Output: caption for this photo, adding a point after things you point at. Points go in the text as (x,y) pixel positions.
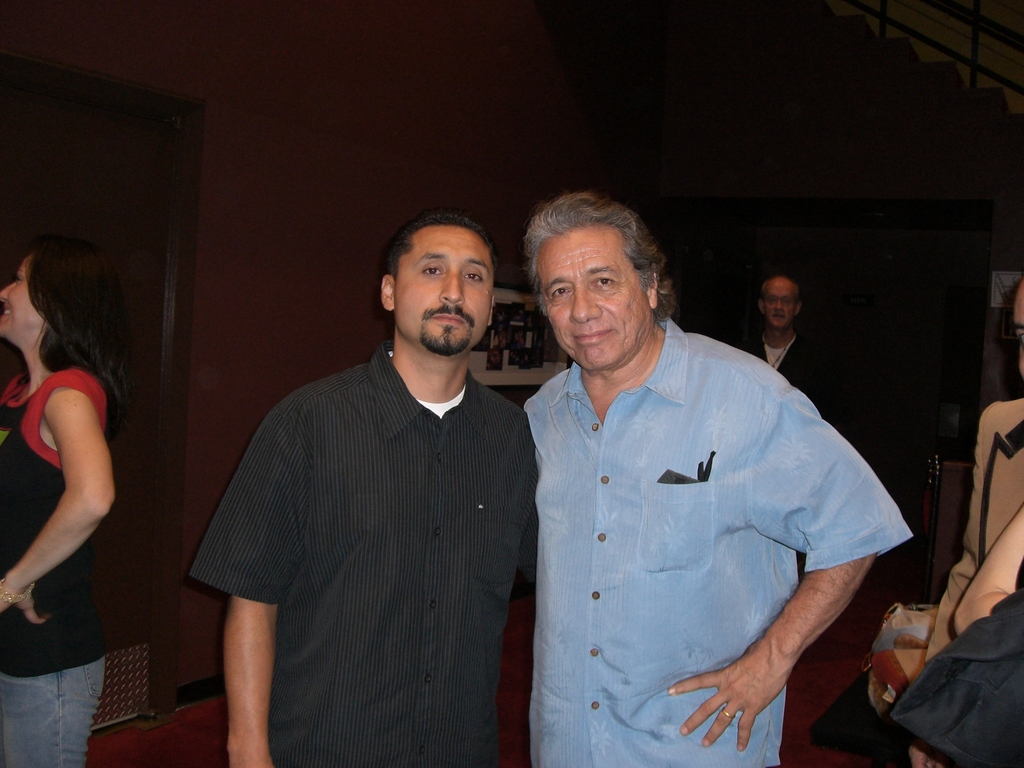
Here I can see two men (443,583) standing and giving pose for the picture. In the background (1005,421), I can see some more people (1005,421). On the left side (47,530) there is a woman (47,613) standing facing towards the left side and smiling. In the background (444,117), I can see a wall (260,178) in the dark.
